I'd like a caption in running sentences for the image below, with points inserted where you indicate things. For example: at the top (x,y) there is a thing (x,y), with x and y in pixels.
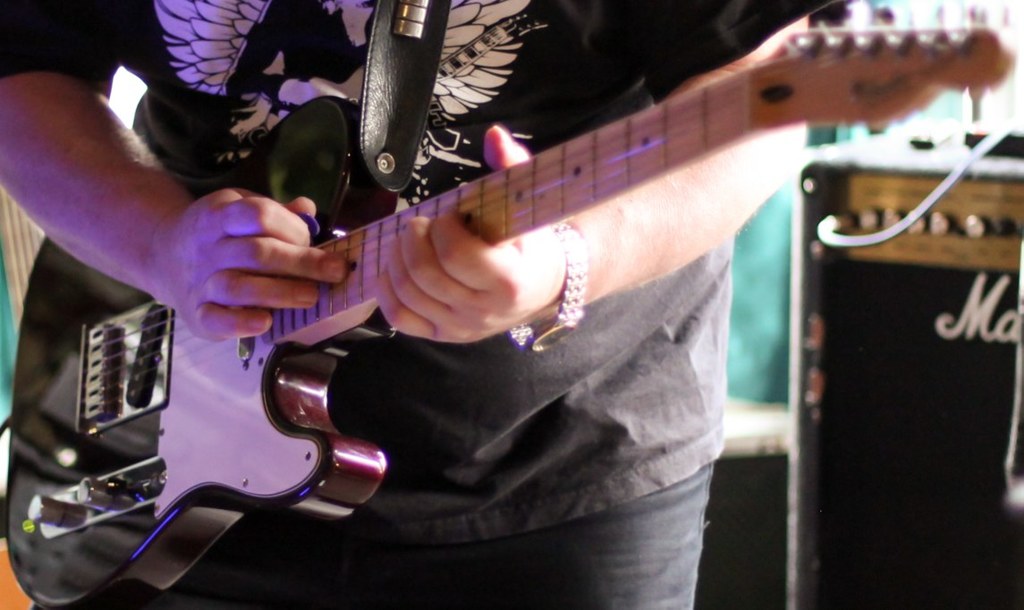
In this picture we can see a man (194,269) standing and playing a guitar (587,203). He wore a watch (567,288). This is a device (919,326).
